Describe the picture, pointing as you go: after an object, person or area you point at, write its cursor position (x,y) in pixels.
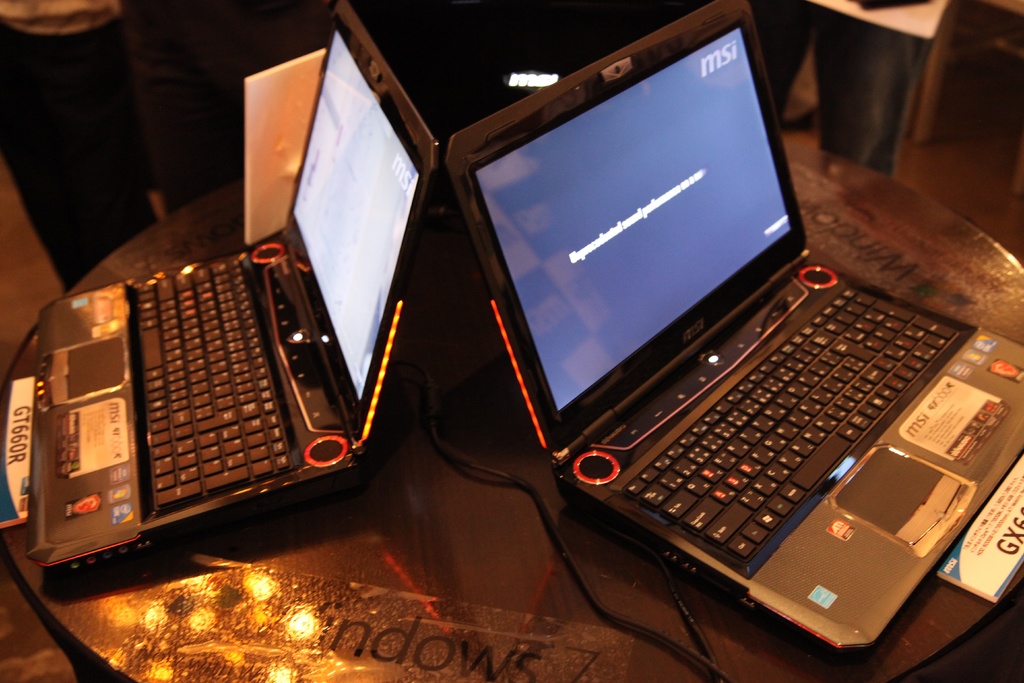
At the bottom of the image (416,548) there is a table (440,565) and we can see laptops (618,450) placed on the table (548,591). In the background (213,137) there are people (789,83) standing.
